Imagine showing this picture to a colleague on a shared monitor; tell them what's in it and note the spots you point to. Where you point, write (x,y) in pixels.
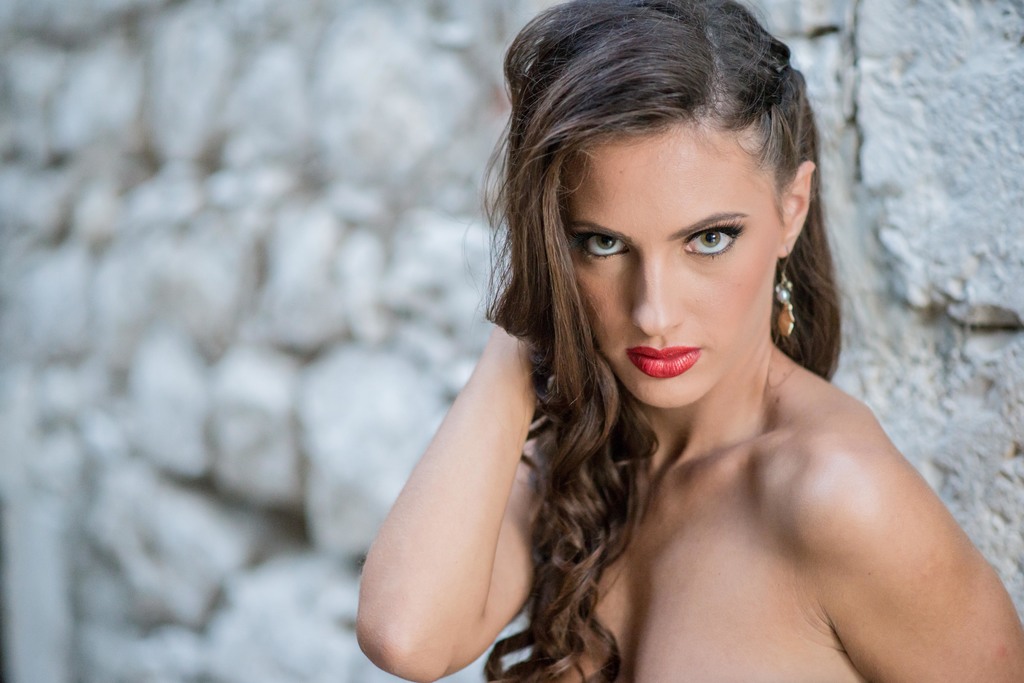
In the picture we can see a woman (823,535) standing and giving a pose hand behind her we can see a wall (263,264) with rocks (463,151).
